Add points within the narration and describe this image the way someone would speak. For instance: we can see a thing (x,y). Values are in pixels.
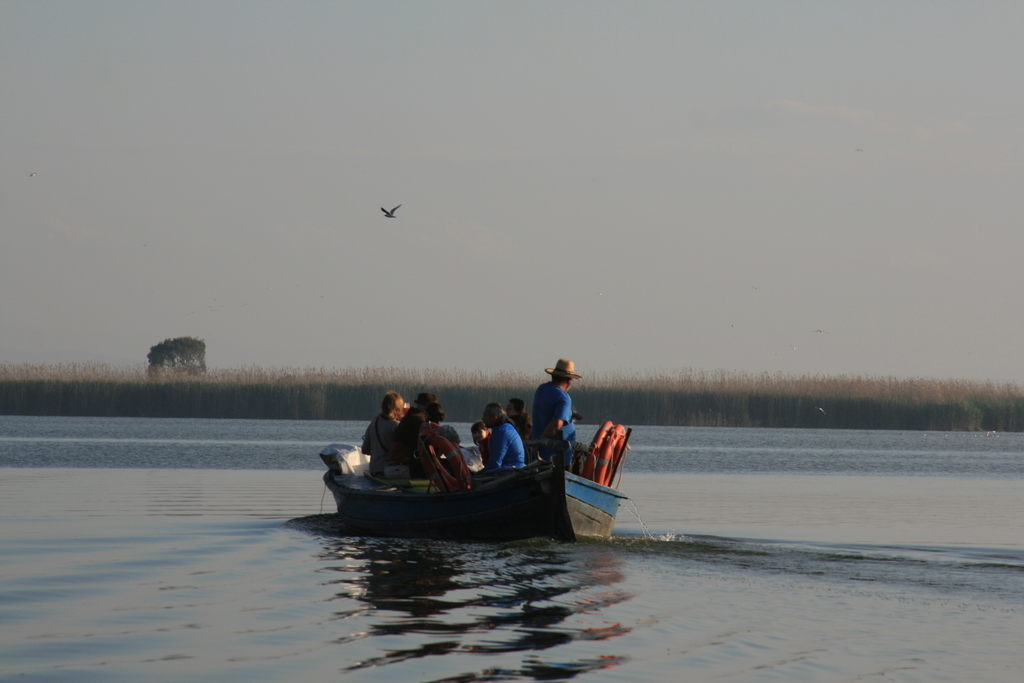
In this image we can see people (510,438) are sitting and standing in a boat (528,508). The boat (528,508) is on the surface of water (789,502). Background of the image (178,370), dry grass (304,391) and tree (186,353) is there. One bird (388,218) is flying in the sky (388,205). The sky (672,131) is in white color.
